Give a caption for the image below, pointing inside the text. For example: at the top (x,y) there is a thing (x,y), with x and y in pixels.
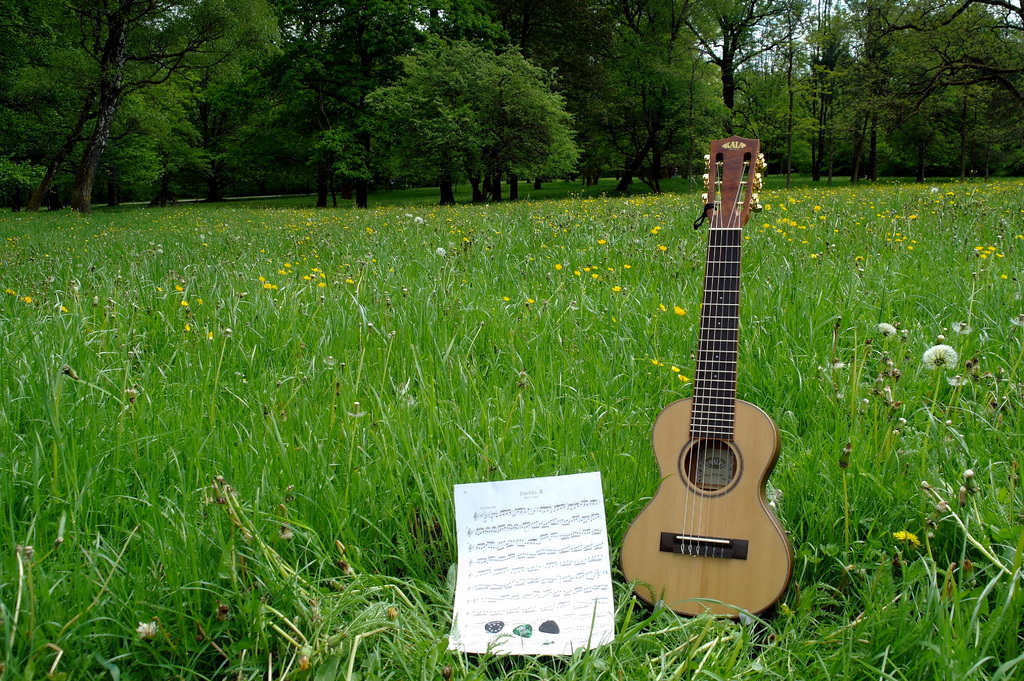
This picture is taken in a garden (549,353) where there are trees (413,130), grass (439,304) on the floor (426,380), and in the center (679,422) a musical instrument (713,458) is kept on the floor (803,528) and a piece of paper (552,557).
